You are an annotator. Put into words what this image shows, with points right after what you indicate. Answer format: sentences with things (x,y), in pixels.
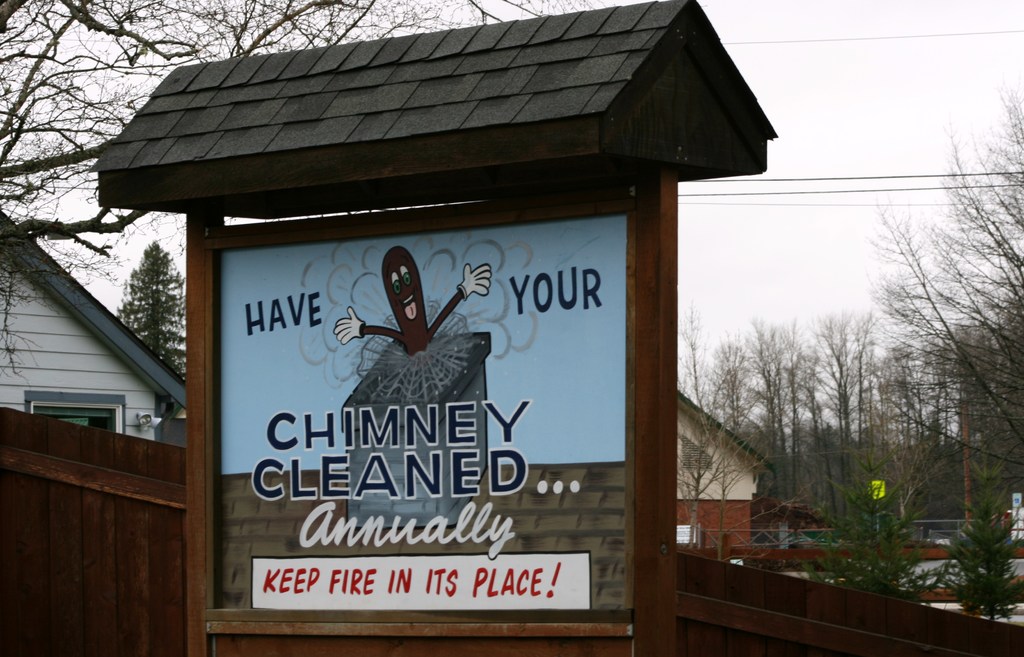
In this image I can see buildings (732,503), trees (802,392), wires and a board (441,450). On the board (377,485) I can see some cartoon image (403,417) and something written on it. In the background (783,82) I can see the sky (742,205).
